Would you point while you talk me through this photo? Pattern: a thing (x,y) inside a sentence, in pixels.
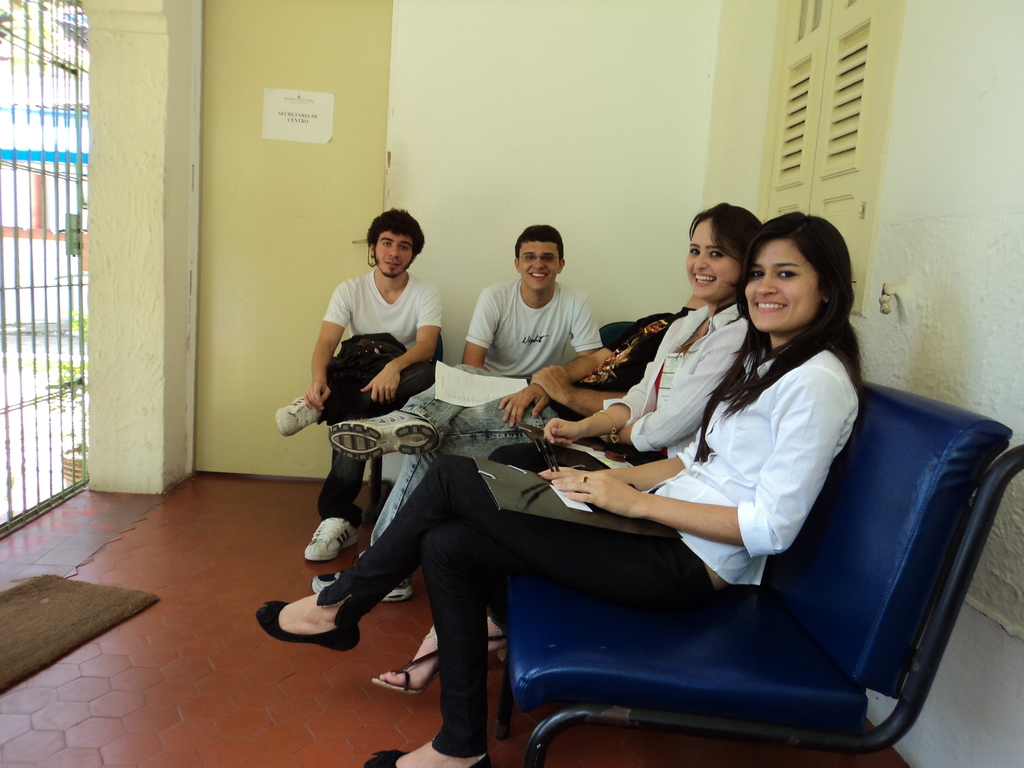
In this picture we can see two men (333,326), two women (735,268) are smiling, sitting on chairs (737,685) and in front of them we can see papers (447,383), rods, mat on the floor (172,553) and at the back of them we can see a door (204,120) with a poster (292,137) on it, walls (546,125), window (792,141) and some objects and in the background (41,356) it is blurry.
